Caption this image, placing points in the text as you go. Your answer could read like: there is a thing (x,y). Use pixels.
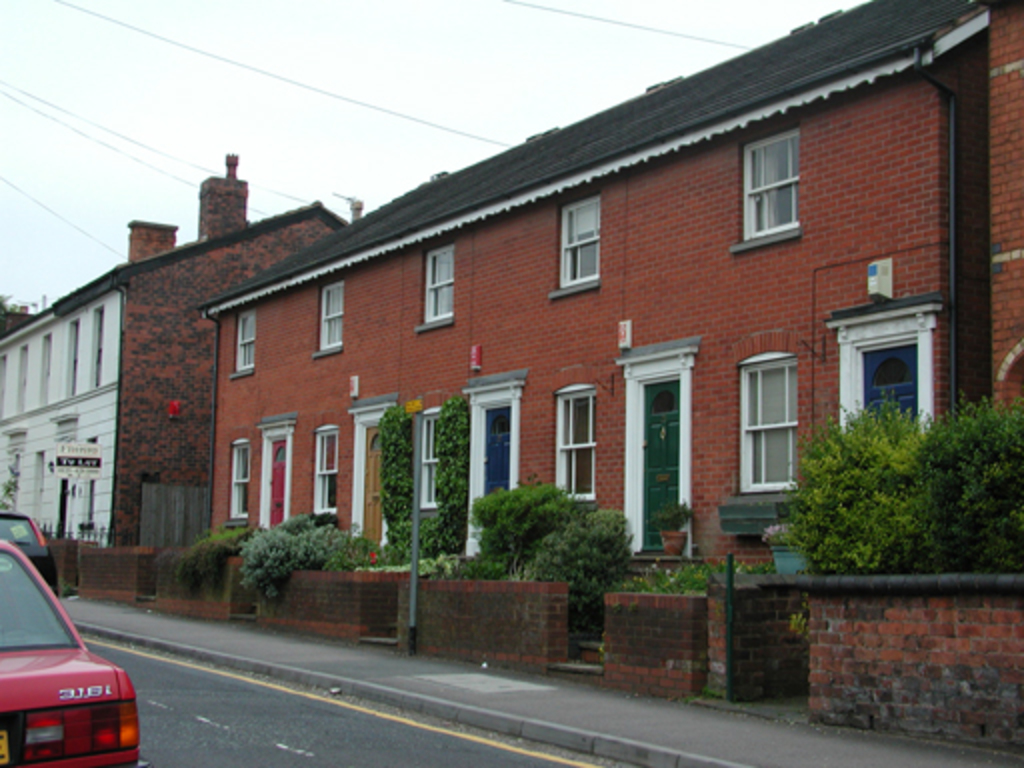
In this image, we can see few houses (435,511), walls (659,314), windows (762,462), doors (669,468), plants (466,562), pole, name board (62,452). At the bottom (144,728), we can see a road (313,736), walkway (567,684), few vehicles (23,632). Background (20,208) there is a sky (361,136) and wires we can see.
